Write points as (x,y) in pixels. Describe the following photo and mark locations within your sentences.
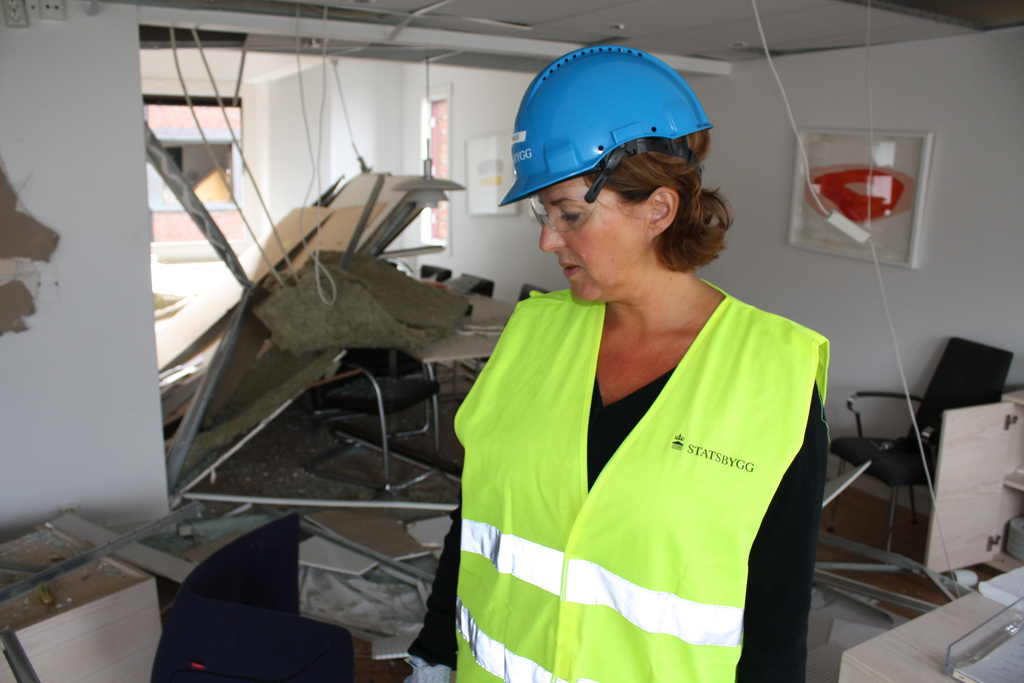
In the center (559,392) we can see the lady (585,478) she is wearing helmet (596,130). And coming to the background (352,315) they were few chairs (391,378) and some wooden materials (304,346). The right corner (940,642) we can see the table (936,627).
